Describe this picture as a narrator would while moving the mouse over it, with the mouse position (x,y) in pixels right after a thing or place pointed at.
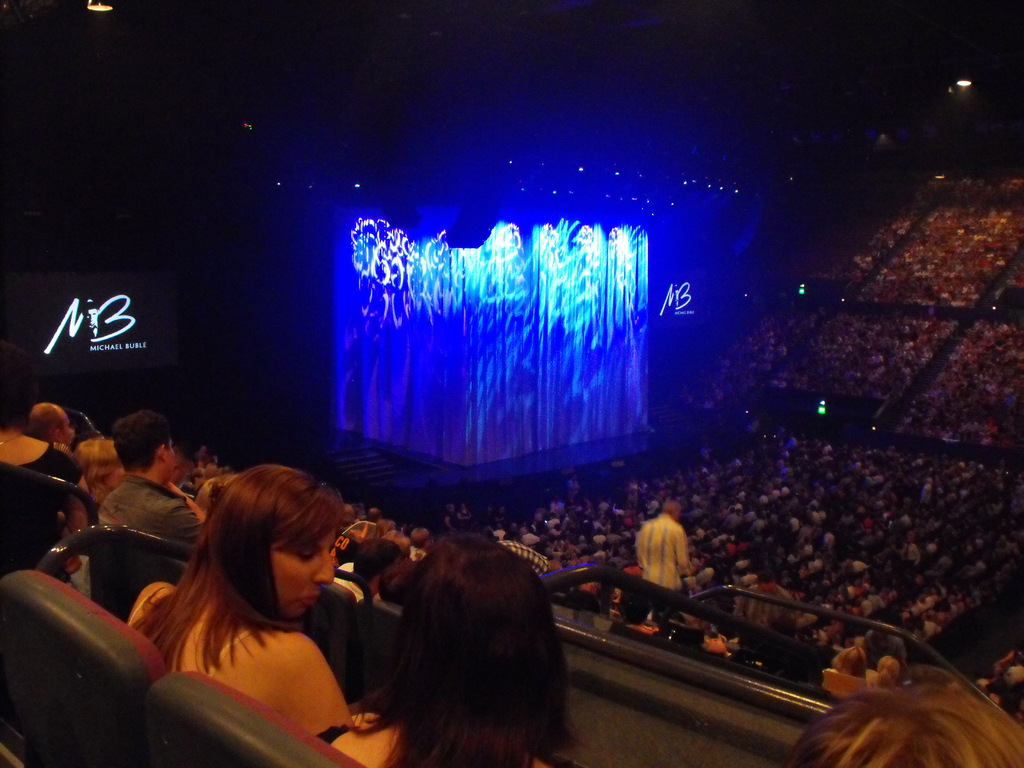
In this picture, we see many people (214,607) sitting on chairs (302,767). In the middle of the picture (352,344), we see lights (431,289) in blue color and I think they are watching something. This picture is clicked in the dark and this might be a concert hall (248,345).
